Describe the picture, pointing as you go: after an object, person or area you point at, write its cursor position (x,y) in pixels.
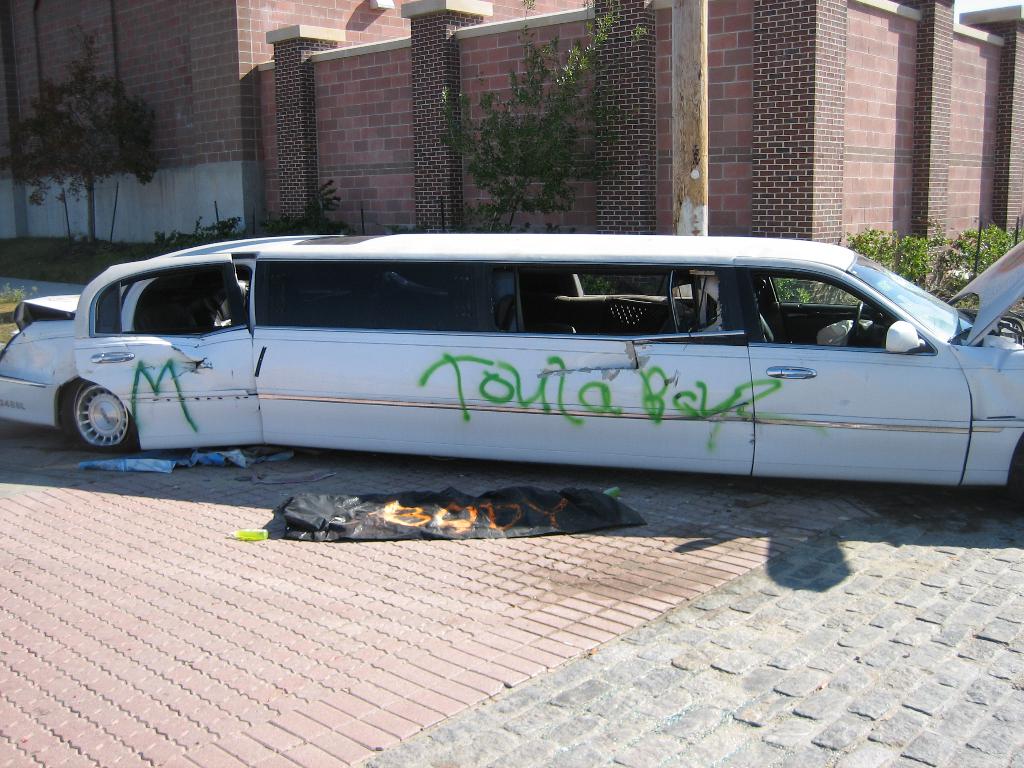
In this image there is a limousine (359,392) on the road (506,625). In the background (218,188) there are plants (466,120) and buildings (370,66). At the bottom of the image (471,528) there are banners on the road (277,624).
